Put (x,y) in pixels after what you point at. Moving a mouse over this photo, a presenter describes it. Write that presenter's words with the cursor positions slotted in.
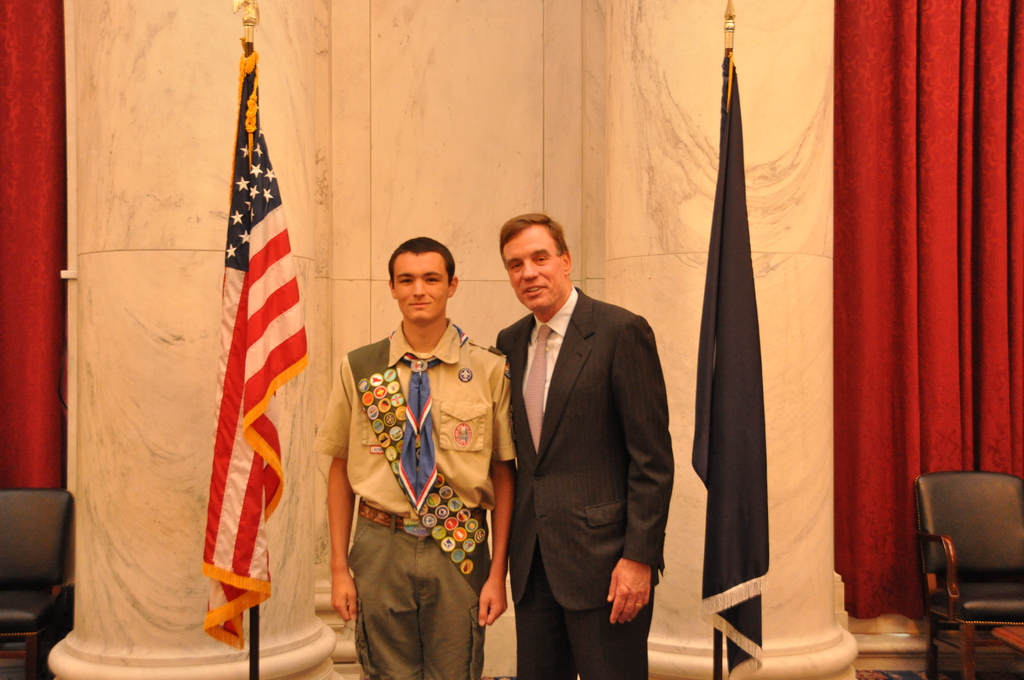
In this Image I see 2 men (599,639), in which this man (443,307) is wearing a uniform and this man (533,287) is wearing a suit (515,392) and I see that both of them are smiling. In the background (43,428) I see the flags (732,669), curtain (21,416) and the chairs (1019,518).
